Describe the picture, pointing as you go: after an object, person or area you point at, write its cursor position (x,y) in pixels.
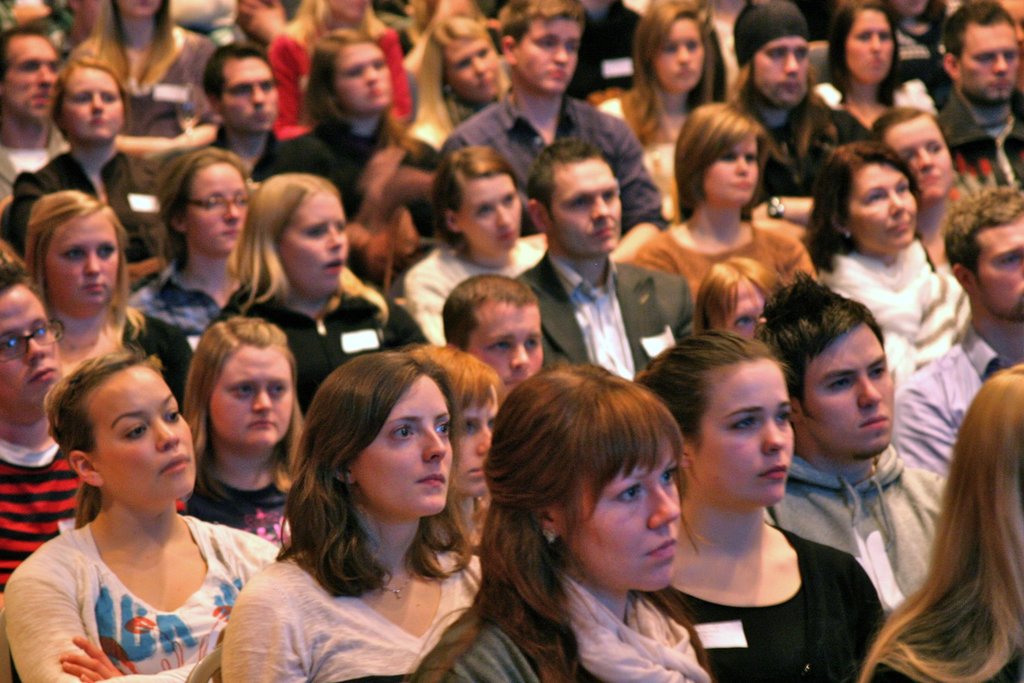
In this picture I can see many people (379,416) seated.
